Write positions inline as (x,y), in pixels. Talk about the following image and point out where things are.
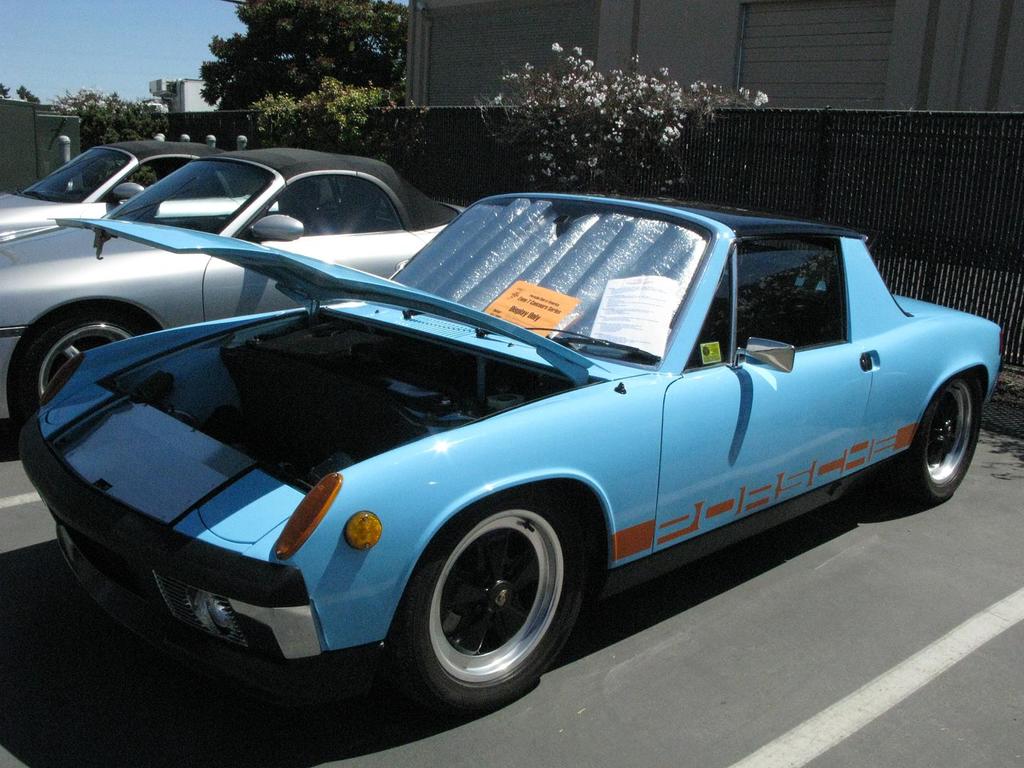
In the picture we can see three cars (280,356) are parked near the wall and on the wall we can see some plants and behind the wall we can see a part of the building wall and beside it we can see a part (214,60) of the tree (240,60) and a part (70,84) of the sky (77,71).
